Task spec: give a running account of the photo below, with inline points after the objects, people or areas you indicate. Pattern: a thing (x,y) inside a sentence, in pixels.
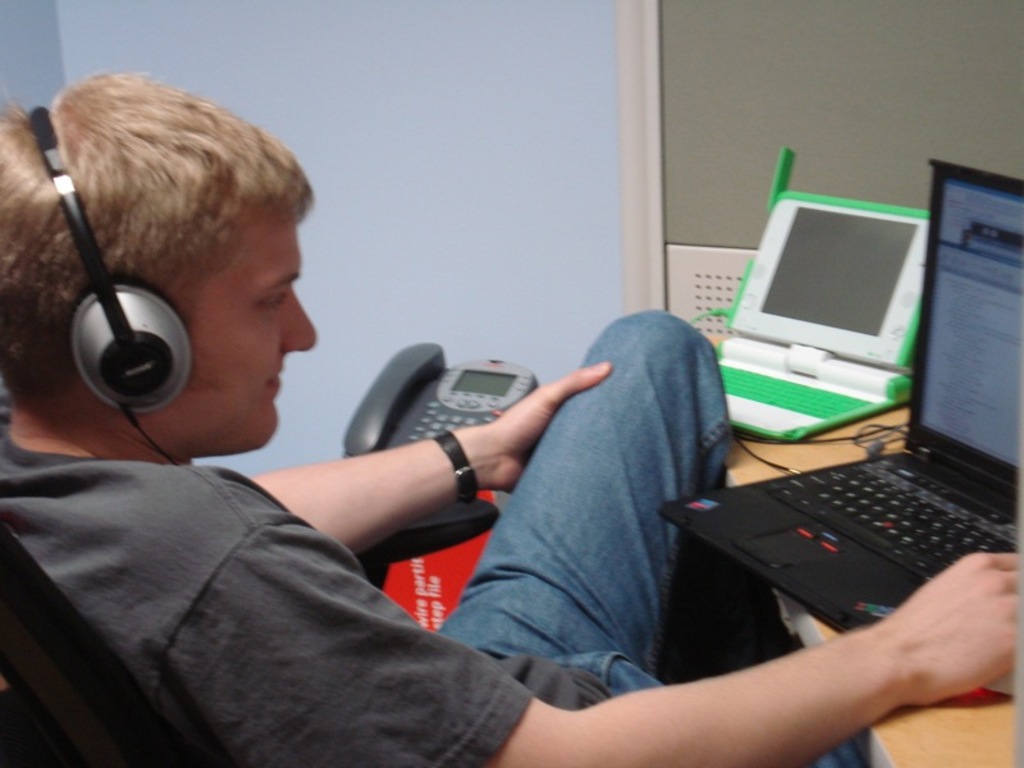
In this image we can see a person (219,469) with the headsets (140,391) and he is sitting in front of the table (831,452). On the table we can see the laptops (969,527), wires (761,460). We can also see the wall (479,337) and a phone (426,385).
